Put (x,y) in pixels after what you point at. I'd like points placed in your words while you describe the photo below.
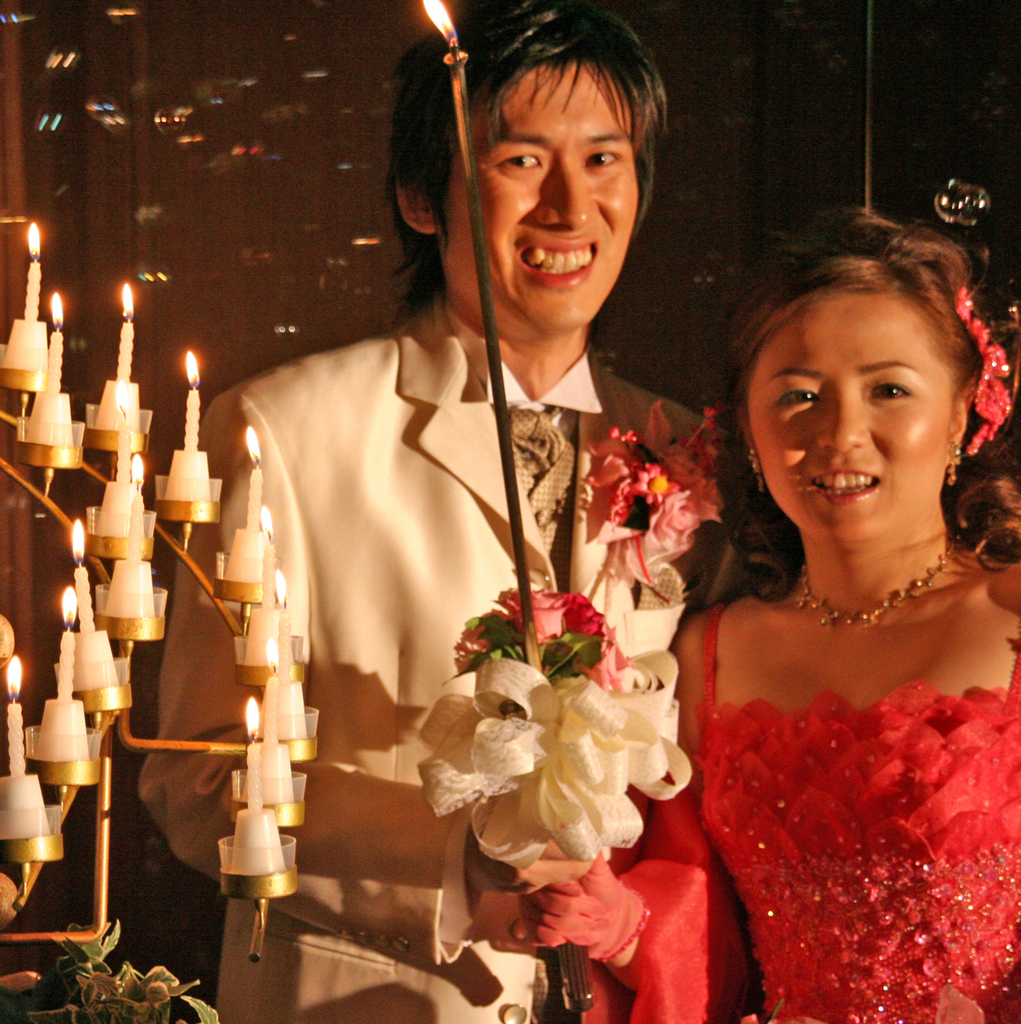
In the picture I can see a person (494,868) wearing white color blazer (398,953) and a woman (864,795) wearing red color dress (819,909) are holding flower bouquet (535,712) in their hands (487,898) and smiling. Here I can see candles (290,696) are kept on the stand (77,936) which is on the left side of the image (52,822) and the background of the image (813,175) is dark.
